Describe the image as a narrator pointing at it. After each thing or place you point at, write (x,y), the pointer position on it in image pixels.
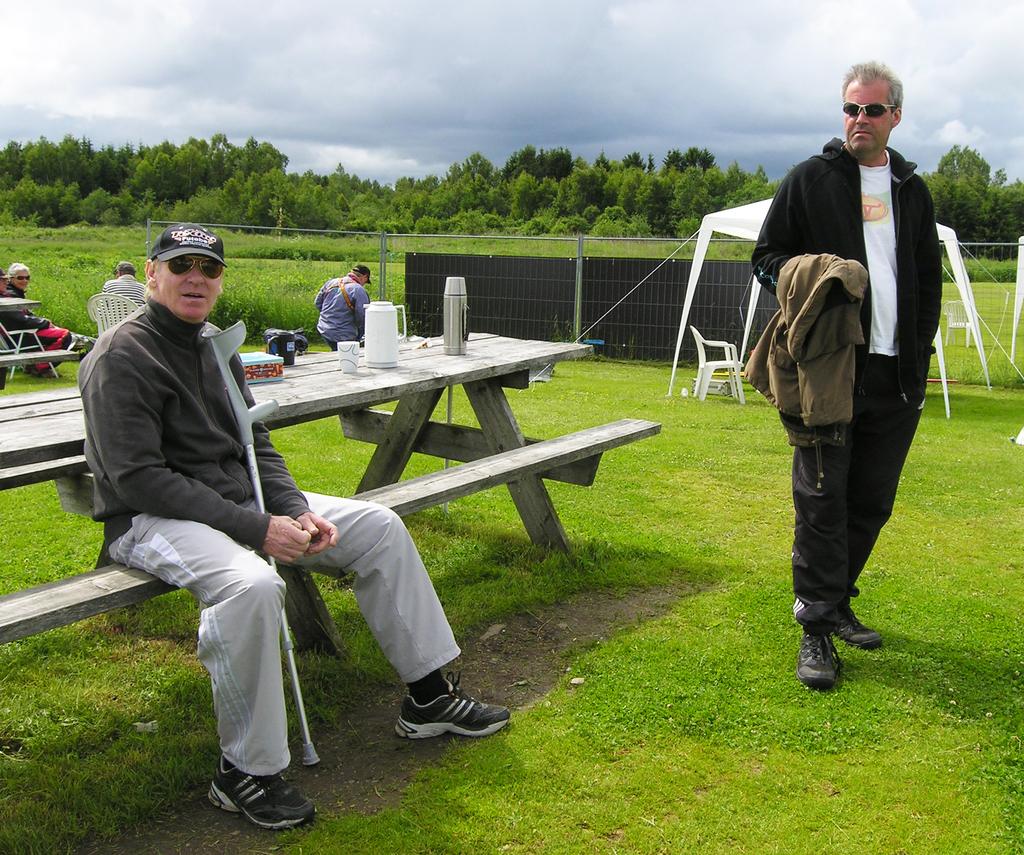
In this image we can see a man (252,519) holding a walking stick (252,434) sitting on a bench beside a table (438,394) containing a flask (465,326), glass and a jar (391,362) on it. On the right side (925,328) we can see a person (925,328) standing on the ground (878,665) holding a jacket (821,445). We can also see some grass (766,451), a tent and some chairs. On the backside (518,184) we can see some people (337,299) sitting, a group of trees (411,226), poles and the sky (398,82) which looks cloudy.
